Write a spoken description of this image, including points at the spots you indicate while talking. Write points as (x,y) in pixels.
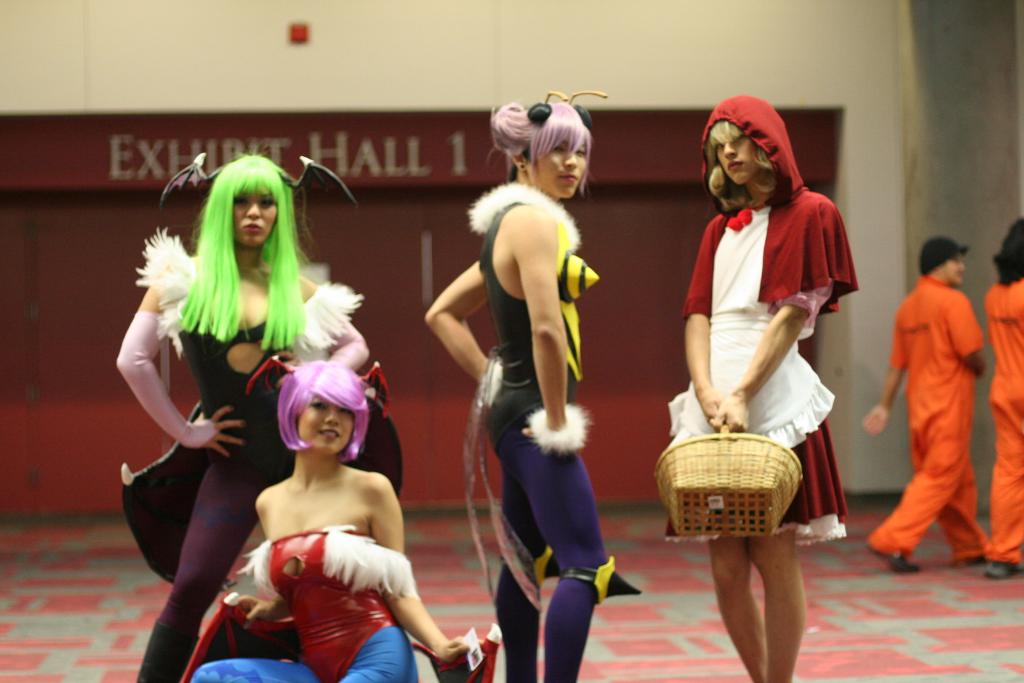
In this image we can see four people (738,262). We can also see the person (760,548) holding the basket (768,510) and standing. In the background (939,258) we can see two people (942,436) walking on the path (972,589). We can also see the wall (802,67), floor (53,653) and also the text (207,139) on the wall (378,158).
